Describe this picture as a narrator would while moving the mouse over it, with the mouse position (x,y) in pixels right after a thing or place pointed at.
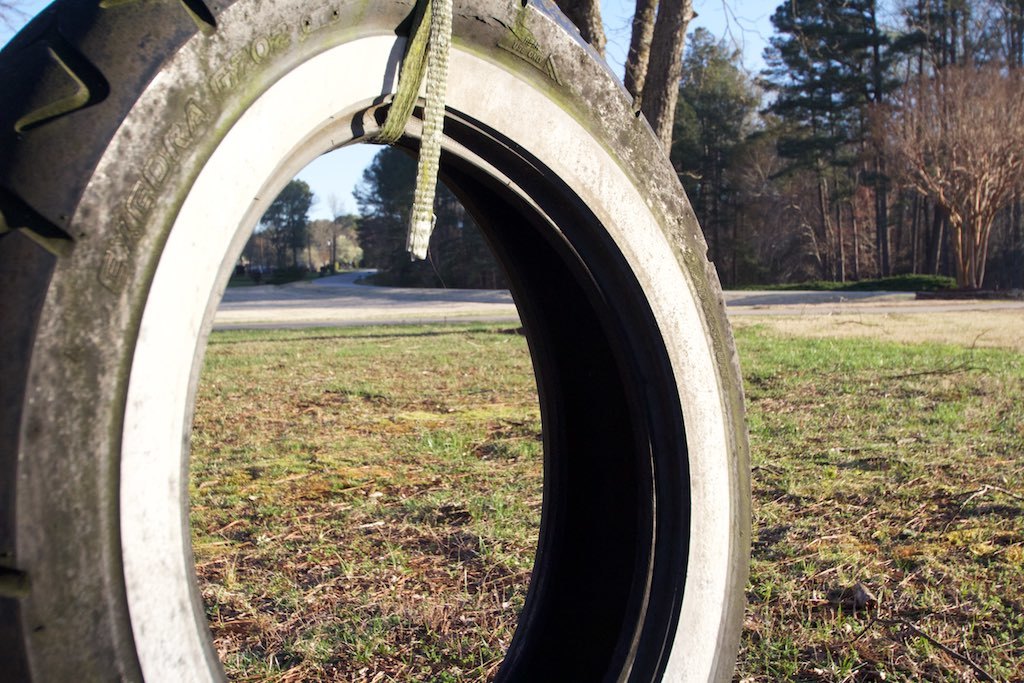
This image is taken outdoors. At the bottom of the image (862,577) there is a ground (394,444) with grass (410,398) on it and there is a road (357,304). In the background (391,229) there are many trees (338,259) and a few plants (921,275). On the left side of the image (103,132) there is a tire (109,230). At the top of the image (713,15) there is a sky (629,31).
